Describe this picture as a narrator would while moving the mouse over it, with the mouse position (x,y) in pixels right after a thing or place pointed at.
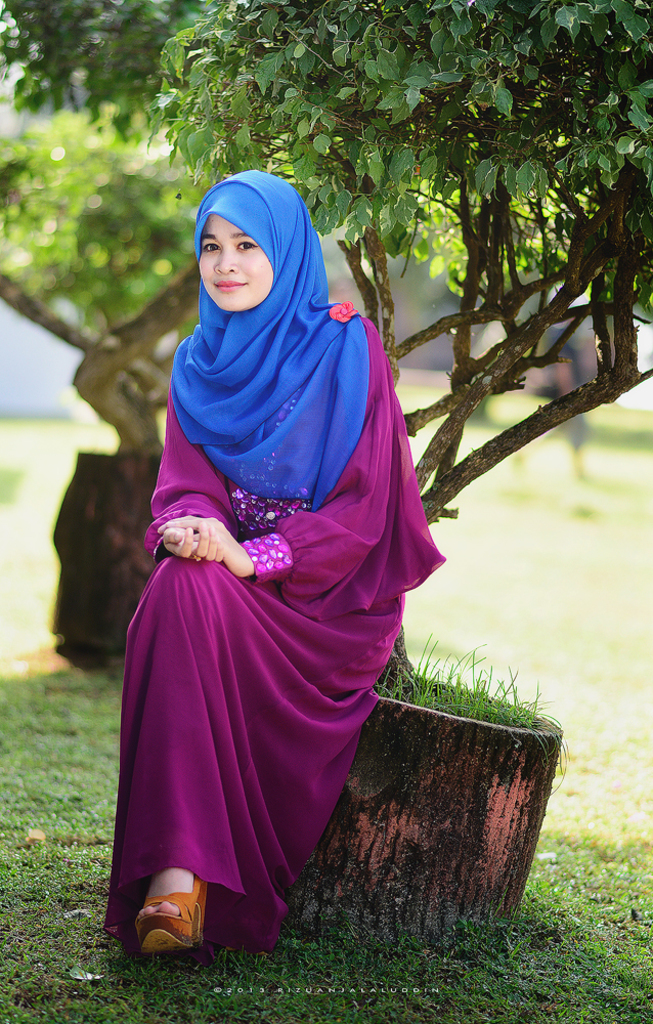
In this image there is a woman (269,441) sitting on a pot (390,707), behind her there are trees (410,150).
